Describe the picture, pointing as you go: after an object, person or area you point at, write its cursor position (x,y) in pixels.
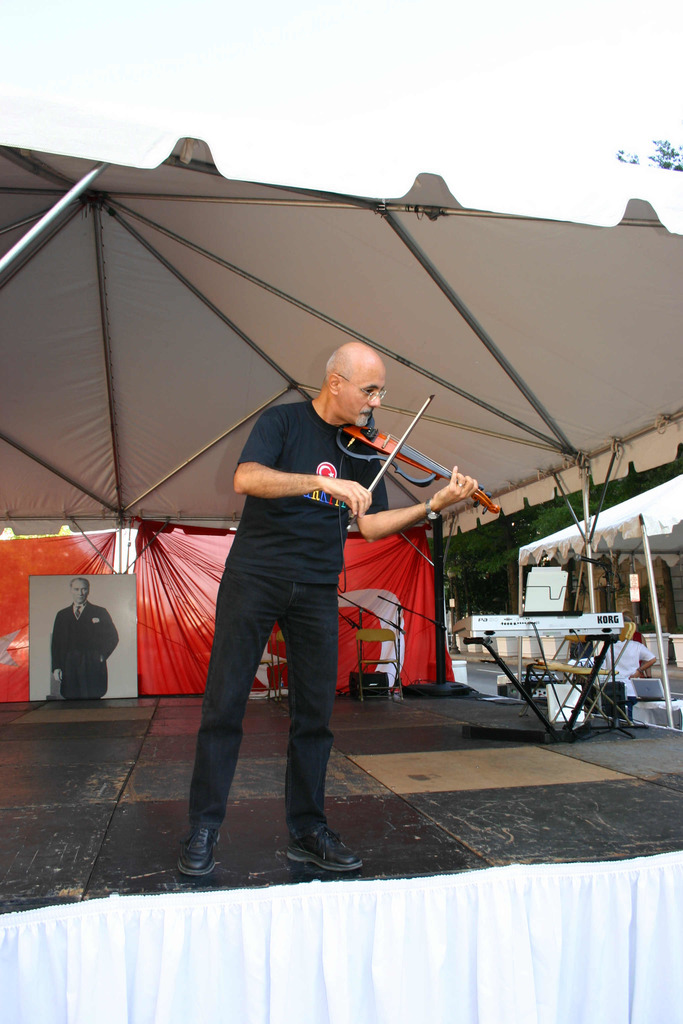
In this image in the center (286,594) there is a man (260,592) standing and playing a musical instrument (350,518). In the background (88,638) there is a photo frame (103,631) and there are red colour curtains (192,596). On the right side (491,628) there is a musical instrument (543,634) and there is a person (616,654) sitting. On the top (214,306) there is a tent (389,307) and in the front (377,917) there is white colour cloth (420,949).
